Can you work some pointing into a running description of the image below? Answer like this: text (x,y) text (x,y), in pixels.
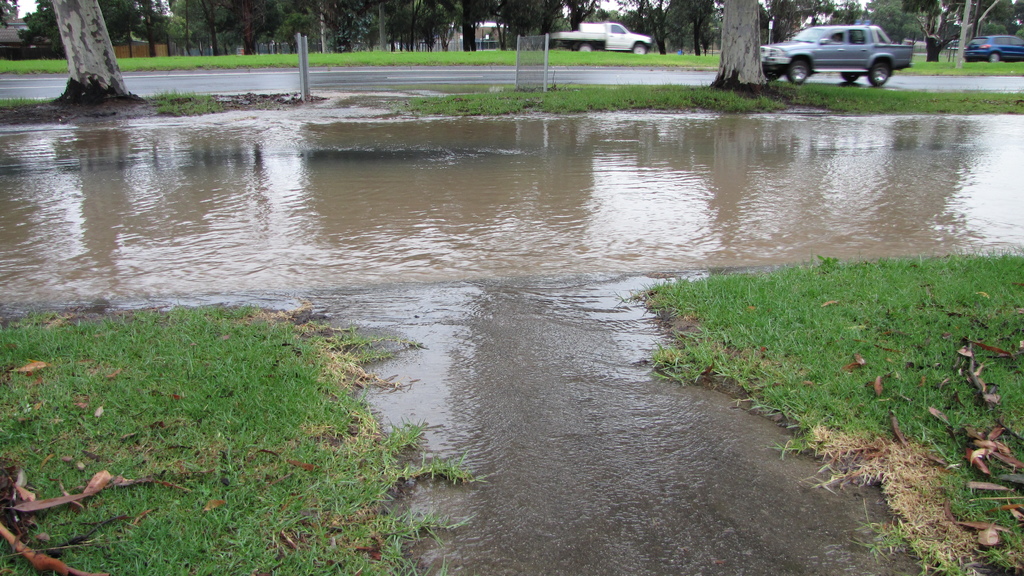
At the bottom of the image (447,554) there is grass (1017,527) and water (457,244). In the middle of the image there are some trees (756,20) and vehicles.
